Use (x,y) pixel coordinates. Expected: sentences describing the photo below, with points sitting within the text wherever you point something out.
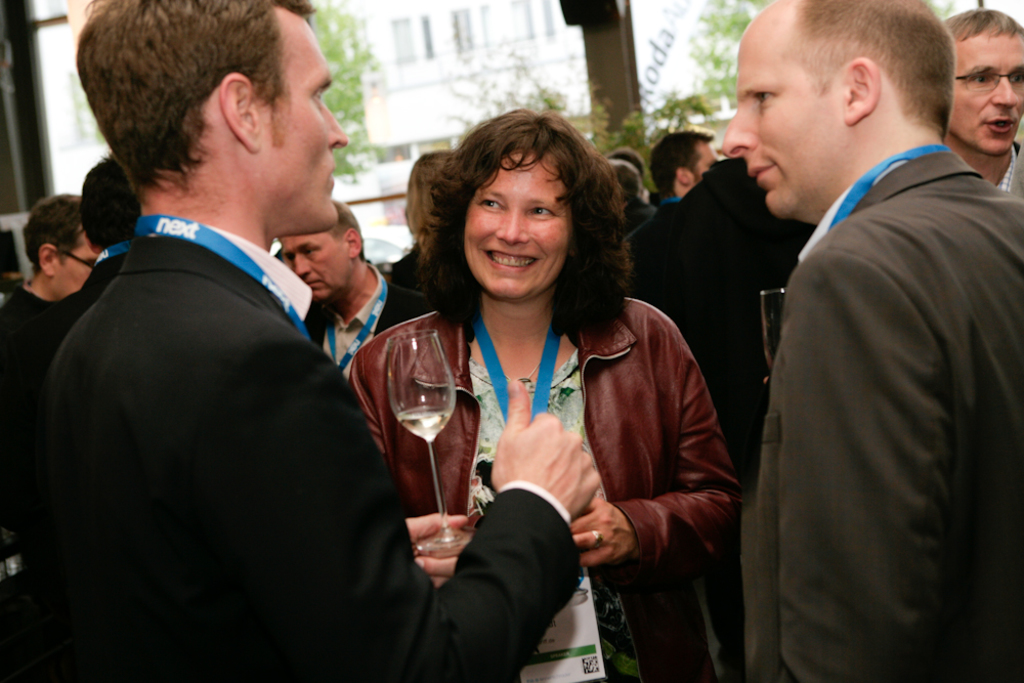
Here I can see three people (515,450) standing, holding wine glasses (433,374) in the hands (425,556) and discussing. In the background (354,272), I can see some more people (750,260), trees (341,50) and a building (455,80).
